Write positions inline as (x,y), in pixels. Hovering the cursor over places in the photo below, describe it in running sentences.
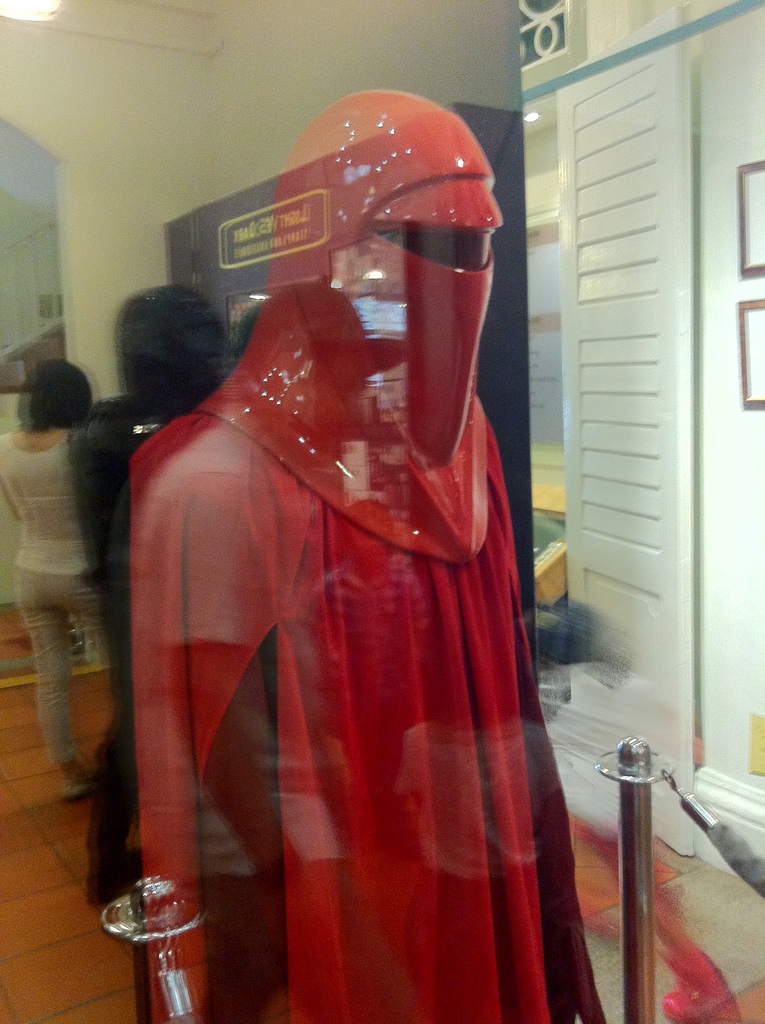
In the foreground of the picture (311,733) I can see the mannequin (233,943) with red color clothes (308,913). I can see the stainless steel rope barrier (641,826) at the bottom of the picture (743,847). I can see two persons (35,658) standing on the floor (0,679) on the left side (123,655). I can see a wooden door (593,593) on the right side (644,490). There is a light (30,14) on the roof (77,32) on the top left side of the picture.
